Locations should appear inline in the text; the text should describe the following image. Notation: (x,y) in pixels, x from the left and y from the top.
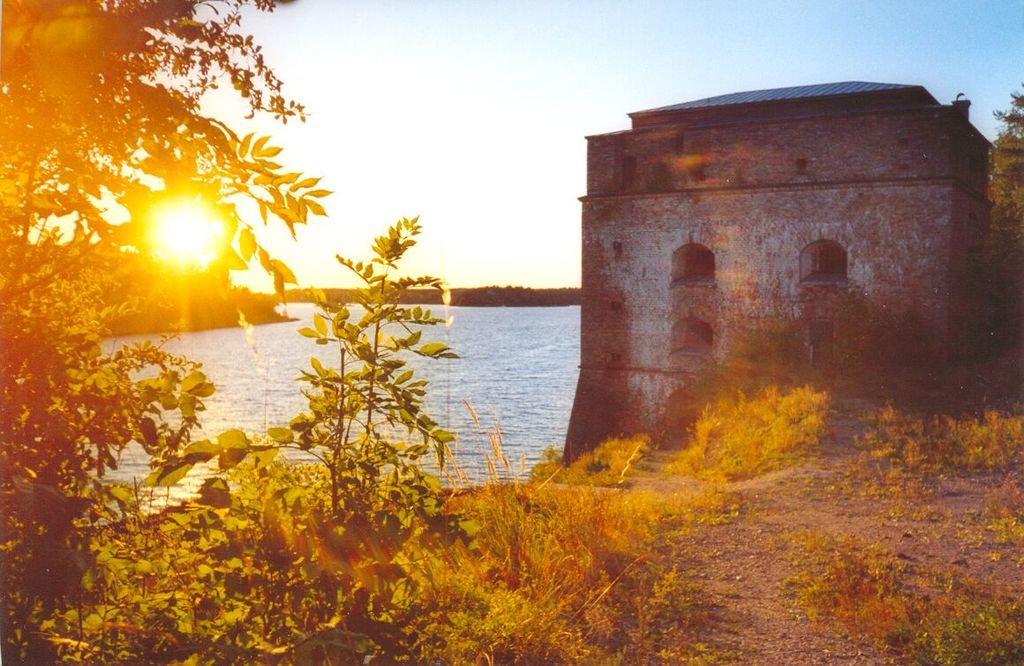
In this image, we can see some plants (540,520). There is a building (877,242) on the right side of the image (901,308). There is a river (508,376) and sun (185,245) in the middle of the image (492,334). There is a sky (446,276) at the top of the image (543,47).
